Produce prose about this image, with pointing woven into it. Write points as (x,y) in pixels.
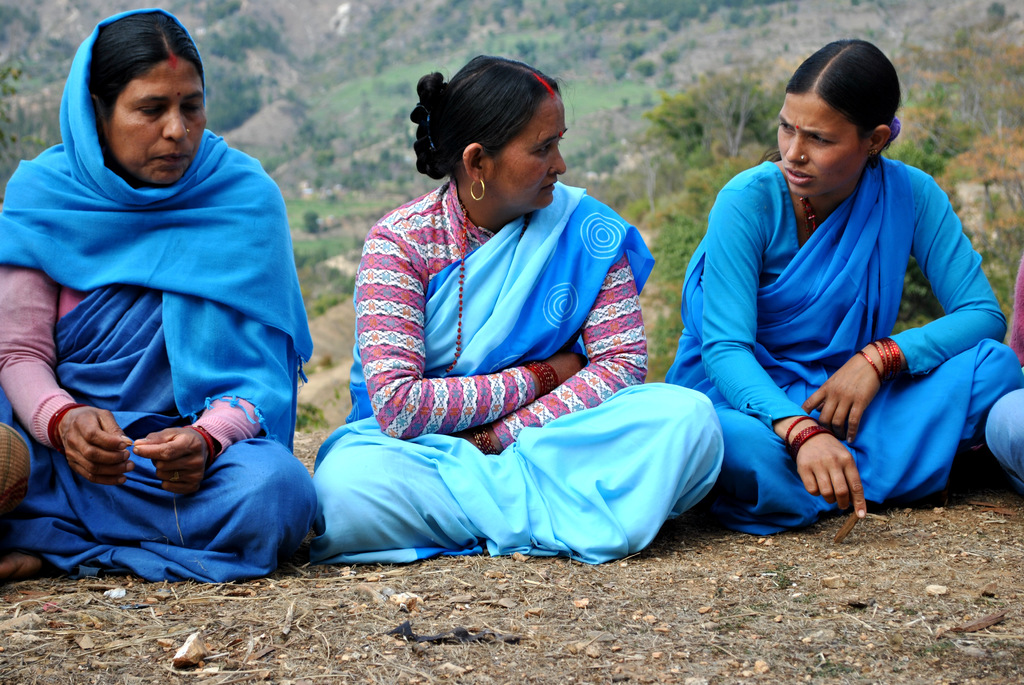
In this image, there are three women (706,349) sitting on the ground (532,578). In the background (357,144), I can see the hills (298,64) and the trees (1001,53).
